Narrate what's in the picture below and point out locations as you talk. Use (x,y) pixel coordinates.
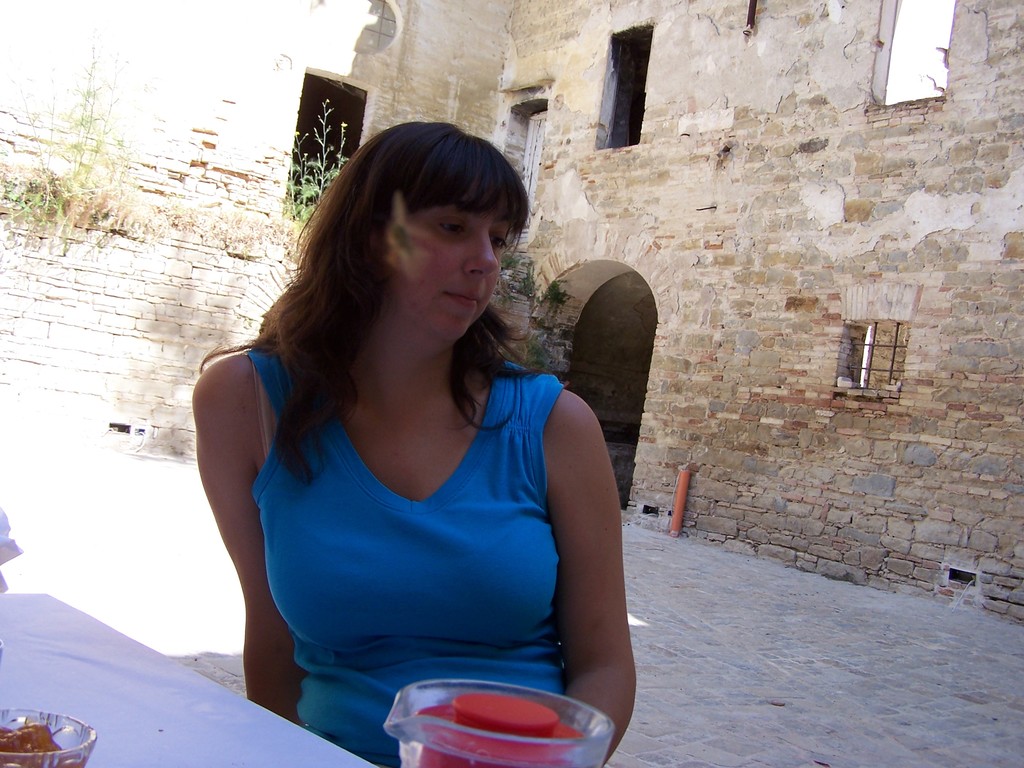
There is a person (434,483) sitting in the foreground of the image (475,546), they is a bowl (45,712) and a jar (406,739) on the top of a white surface (195,702) which is in front of the person (460,555). There is a wall (707,365) behind the person (471,547) which is made up of stones (207,266) which contains an entrance (591,331) and they are some plants (324,128) and grass (72,186) on the wall (605,107) and some open spaces (353,119) on it.
